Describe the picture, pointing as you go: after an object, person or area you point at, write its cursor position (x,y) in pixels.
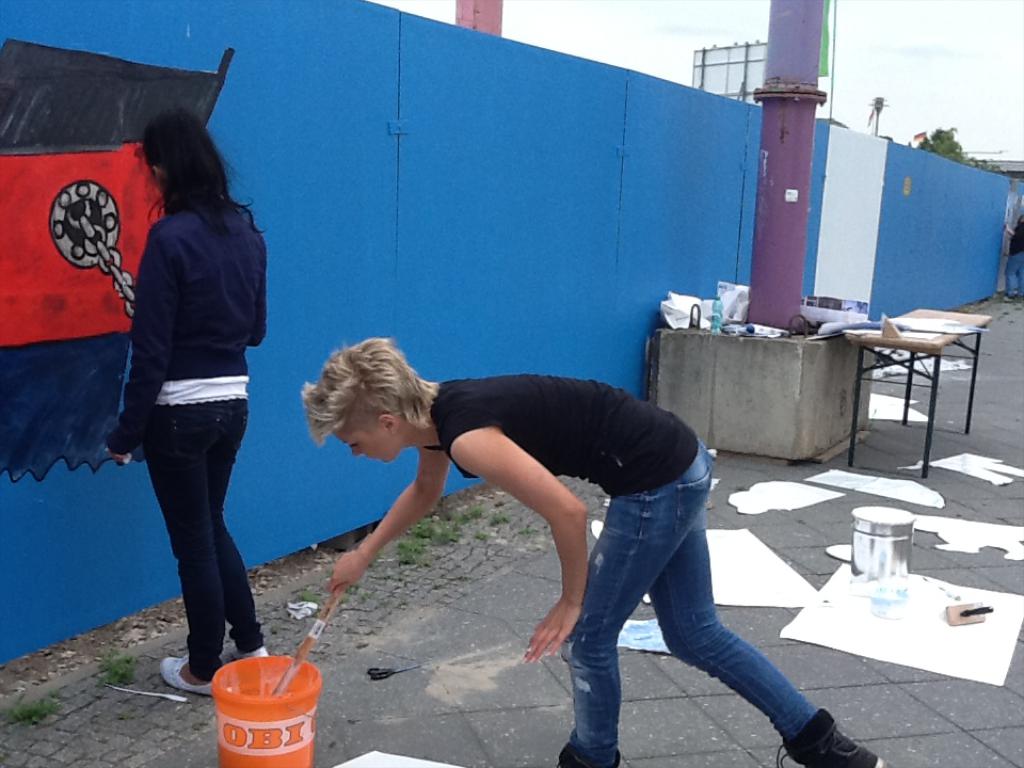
In this image, there are a few people (534,491). Among them, we can see a person (804,722) holding an object (305,651). We can see the blue colored wall (283,166) with some art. We can also see the ground (920,701) with some objects (925,579) like posters (923,518), containers (870,509). There is a table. We can also see some poles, a board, a few leaves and the sky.
